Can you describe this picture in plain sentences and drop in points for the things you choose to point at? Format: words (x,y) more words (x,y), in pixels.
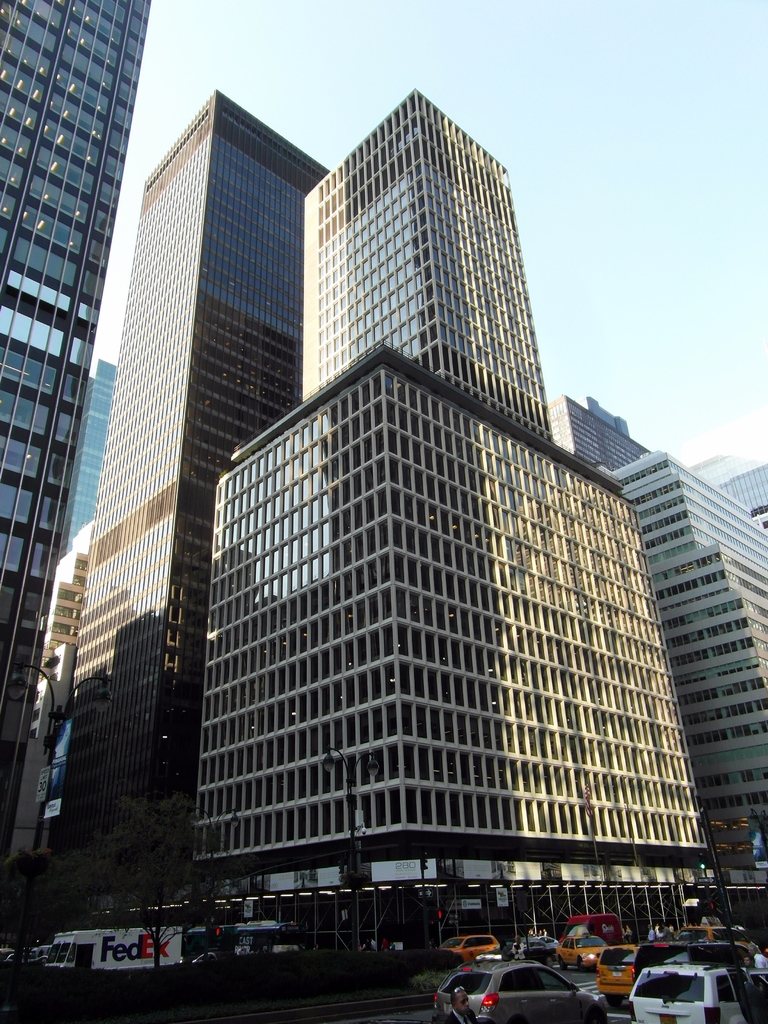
There are some vehicles (532,957) on the road (378,1018) at the bottom of this image (487,989). There are some trees (99,921) at the bottom left side of this image (96,917). There are some buildings (470,589) in the background (312,601). There is a sky (526,118) at the top of this image (579,126).
